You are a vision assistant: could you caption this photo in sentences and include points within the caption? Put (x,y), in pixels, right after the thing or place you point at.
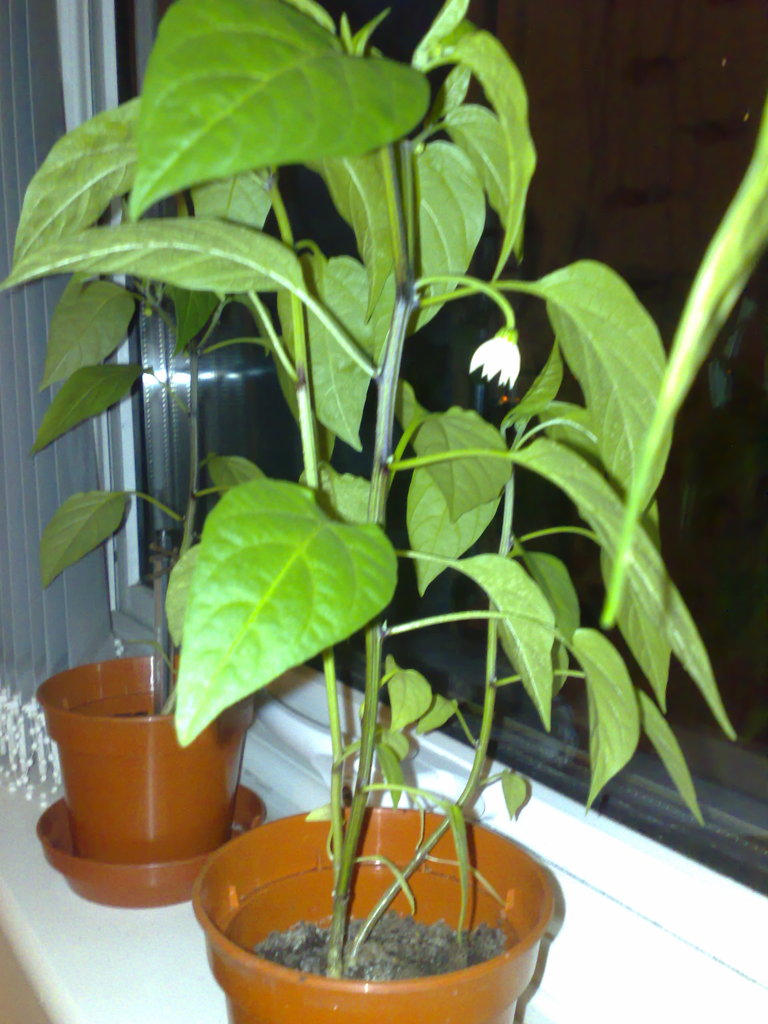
In the foreground of the picture (182,581) we can see plants (190,721), flower pots (216,776) and window (644,791). On the left (16,84) it is window blind (42,97).
